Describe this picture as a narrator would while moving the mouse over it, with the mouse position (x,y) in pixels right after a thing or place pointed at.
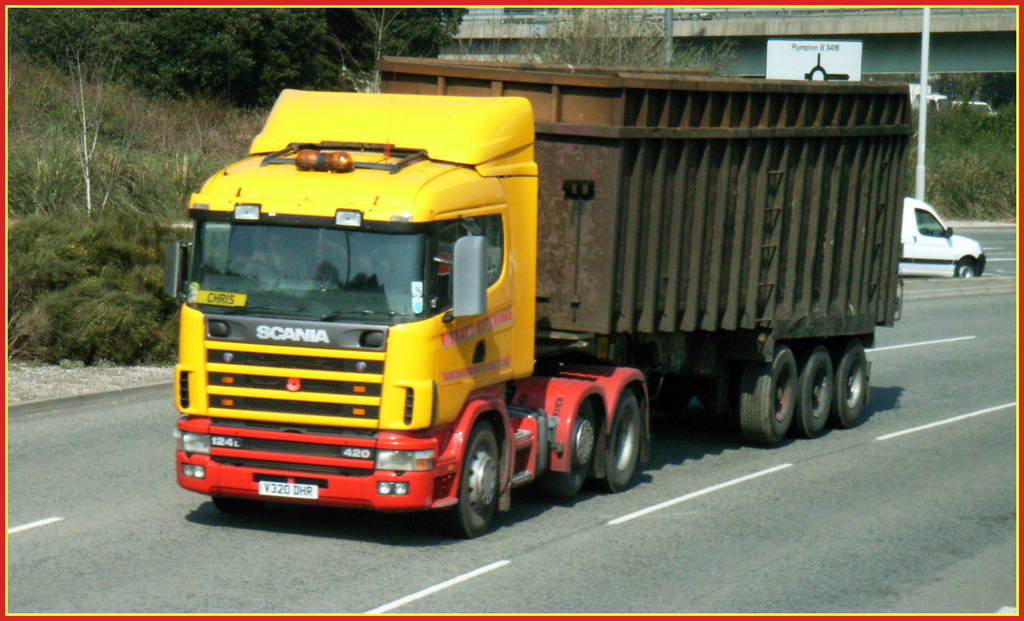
In this image, I can see a truck (848,338) and a car (948,239) moving on the road (449,551). These are the trees (214,64) with branches (214,64) and leaves (228,59). In the background (799,44), that looks like a board (854,61). At the top of the image (556,19), I think this is a flyover (910,32).
